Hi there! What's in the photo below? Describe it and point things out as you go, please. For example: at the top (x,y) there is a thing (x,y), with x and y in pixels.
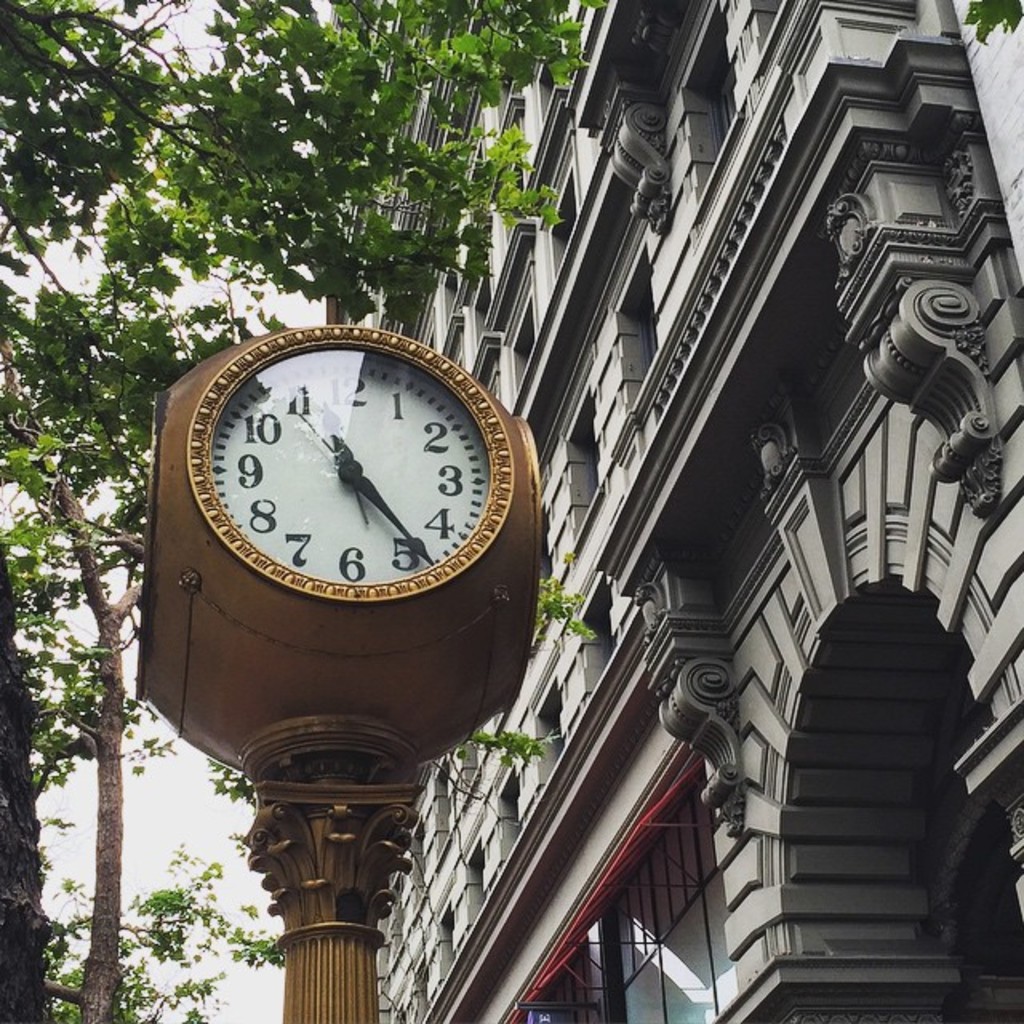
In the middle (454,467) it is a clock (504,527), on the left side (148,229) there are trees (93,226). On the right side (937,506) it is a building (650,425).
